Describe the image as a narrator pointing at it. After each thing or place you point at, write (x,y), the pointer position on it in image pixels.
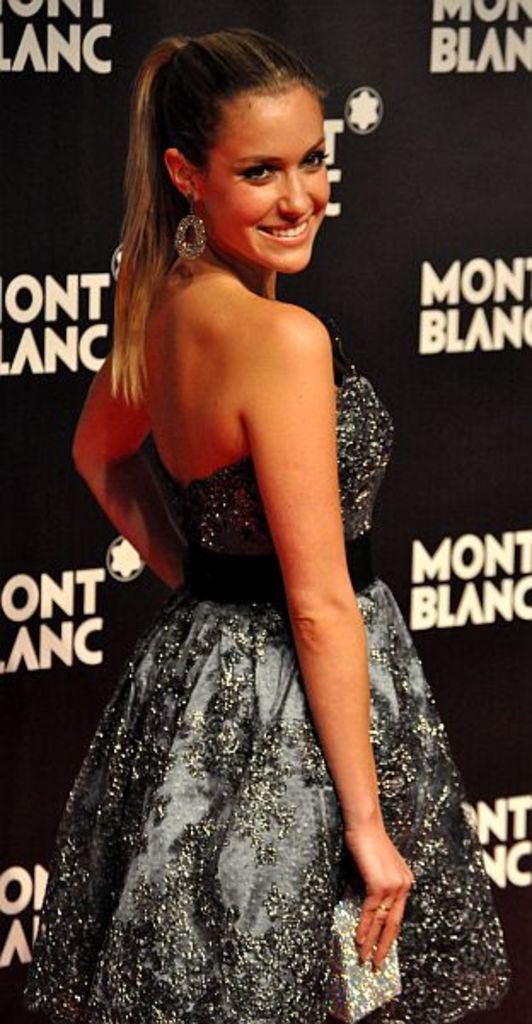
In this picture we can see a woman (266,617) holding an object (362,974) in her hand (390,883) and smiling. We can see some text (15,579) and a few things (369,131) on the black object (79,211).
